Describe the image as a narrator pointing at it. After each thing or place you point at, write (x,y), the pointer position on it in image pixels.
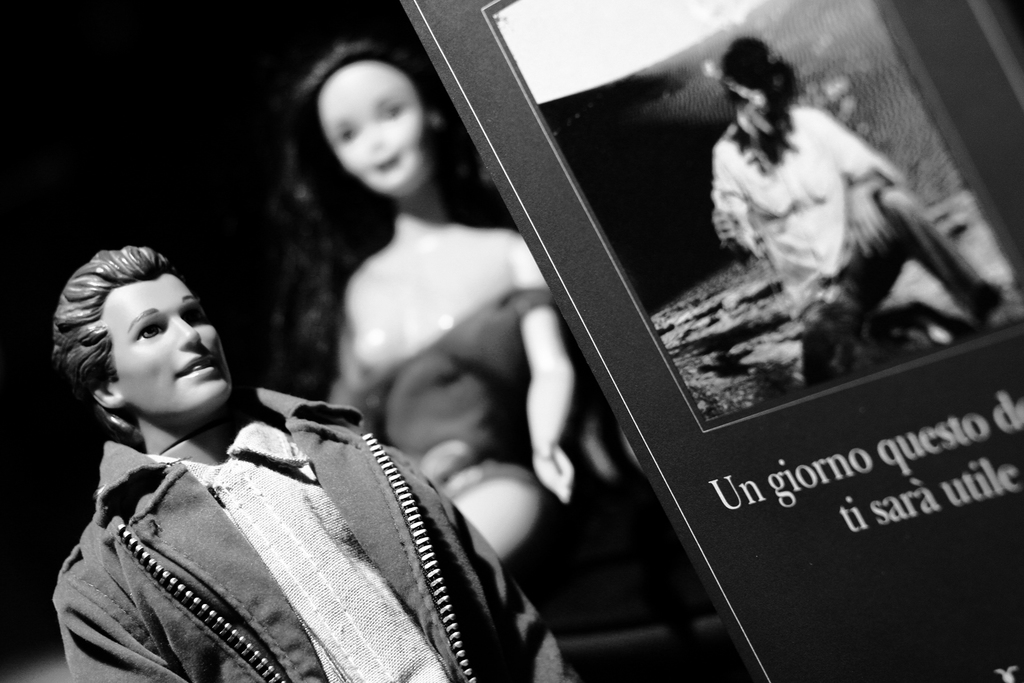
As we can see in the image there are toys (469,338) and a banner (579,243). On banner (963,117) there is a person (756,65) and some matter (906,463) written.
